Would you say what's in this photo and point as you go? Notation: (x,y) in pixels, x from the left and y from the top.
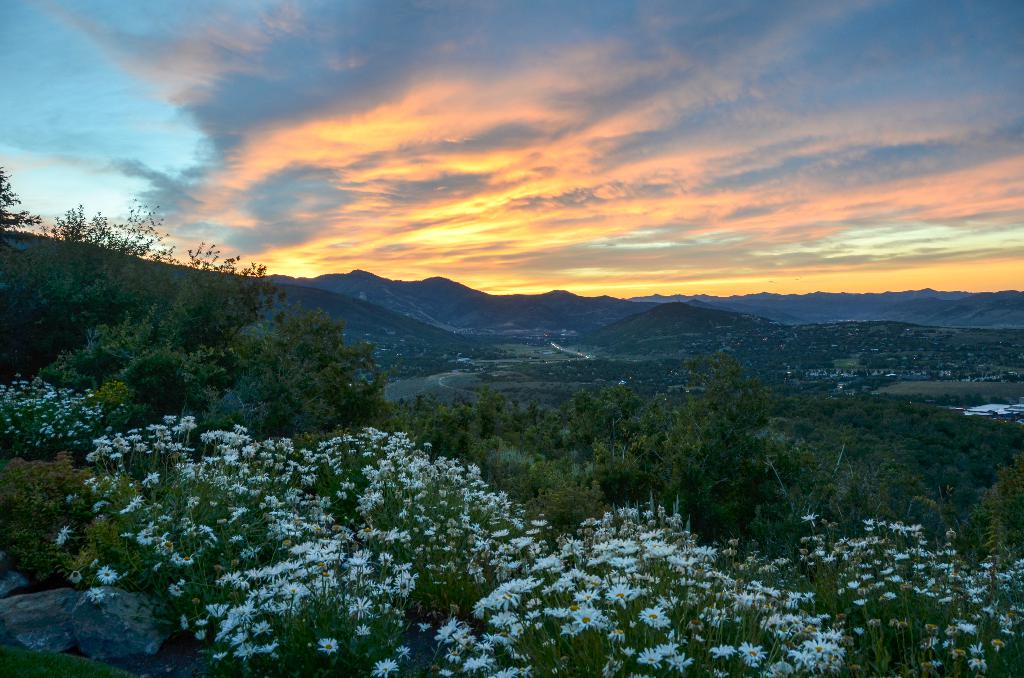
Here at the bottom (247,572) we can see plants (507,559) with flowers (654,555). In the background (556,476) there are trees (101,324), grass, houses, mountains (693,324) and clouds (589,157) in the sky (546,158).
